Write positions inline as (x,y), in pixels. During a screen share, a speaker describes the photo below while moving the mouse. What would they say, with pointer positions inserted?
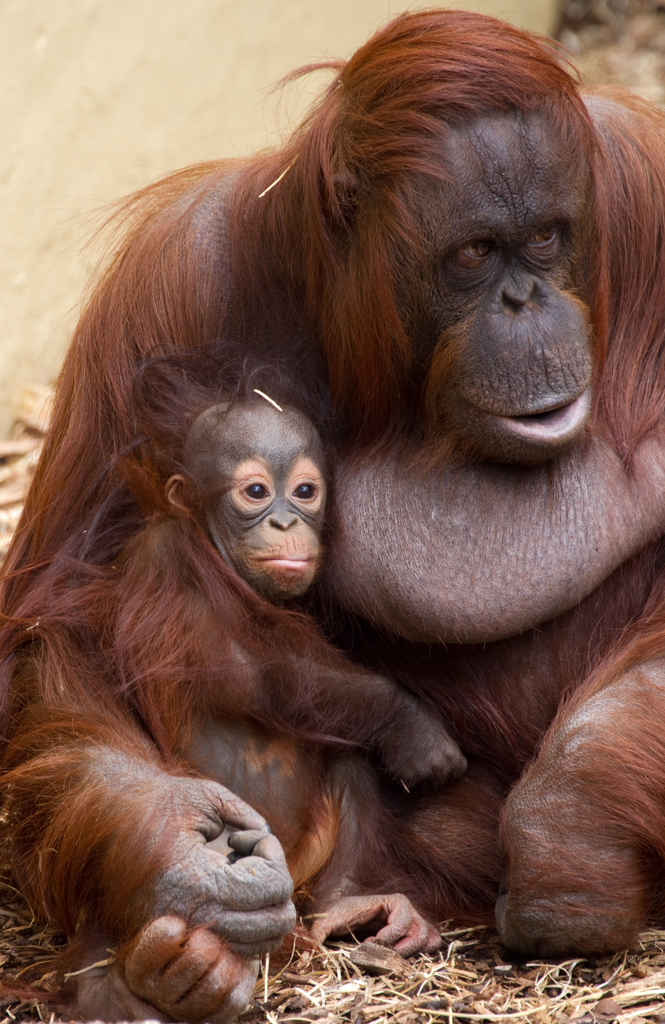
In this image we can see there is an orangutan (443,628) on the ground (397,959) and at the back (220,118) it looks like a stone (77,194).
